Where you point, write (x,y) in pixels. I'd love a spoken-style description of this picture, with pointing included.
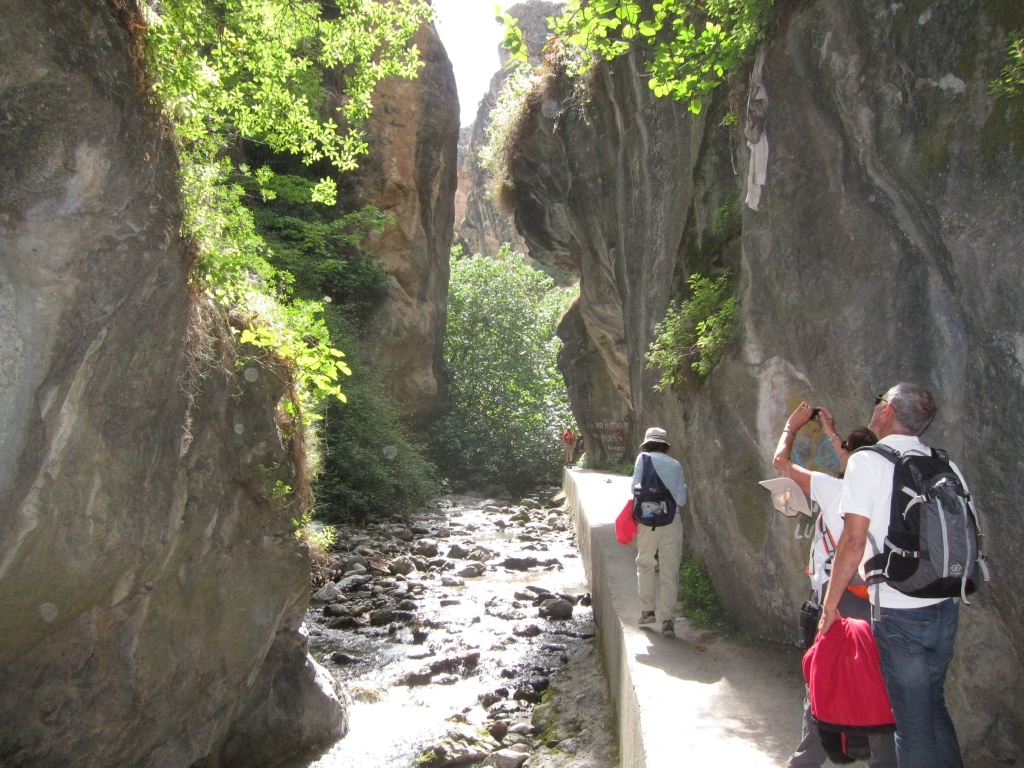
In this image we can see the rock hills (963,280), plants (669,358), stones (378,593) and also the trees (512,324). We can also the people (673,529) on the path (679,646). Sky (497,27) is also visible.
